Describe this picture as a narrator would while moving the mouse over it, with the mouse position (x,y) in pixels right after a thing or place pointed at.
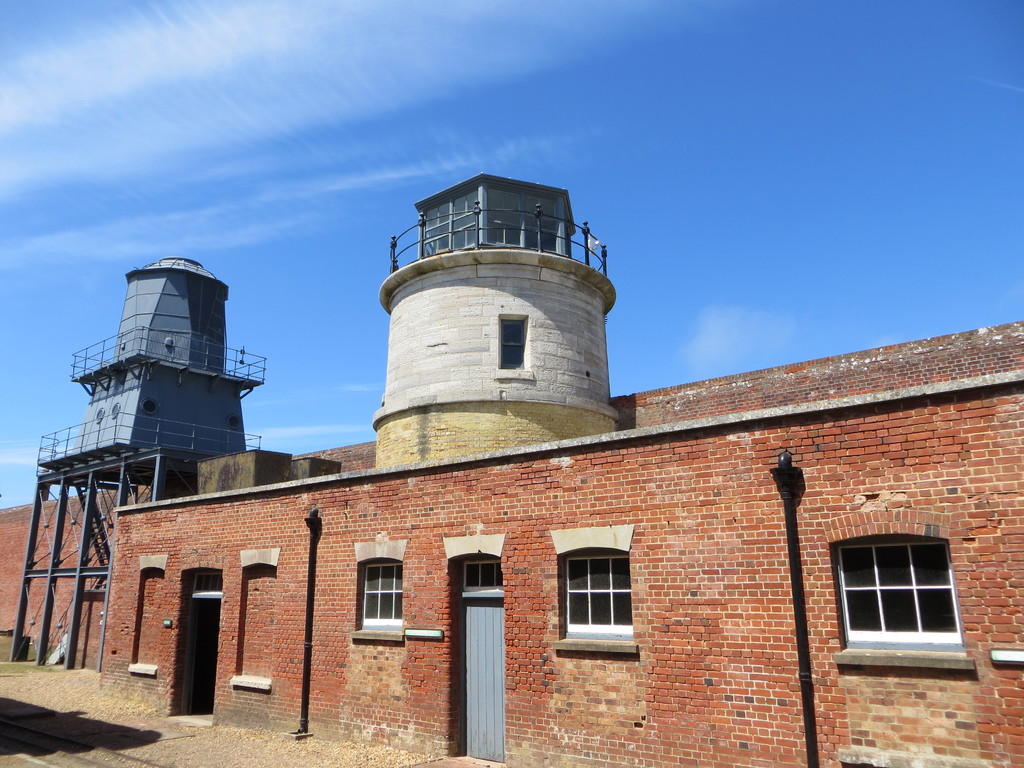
In this image we can see the outside view of a building (400,561). At the top (534,96) there is sky (769,148).
